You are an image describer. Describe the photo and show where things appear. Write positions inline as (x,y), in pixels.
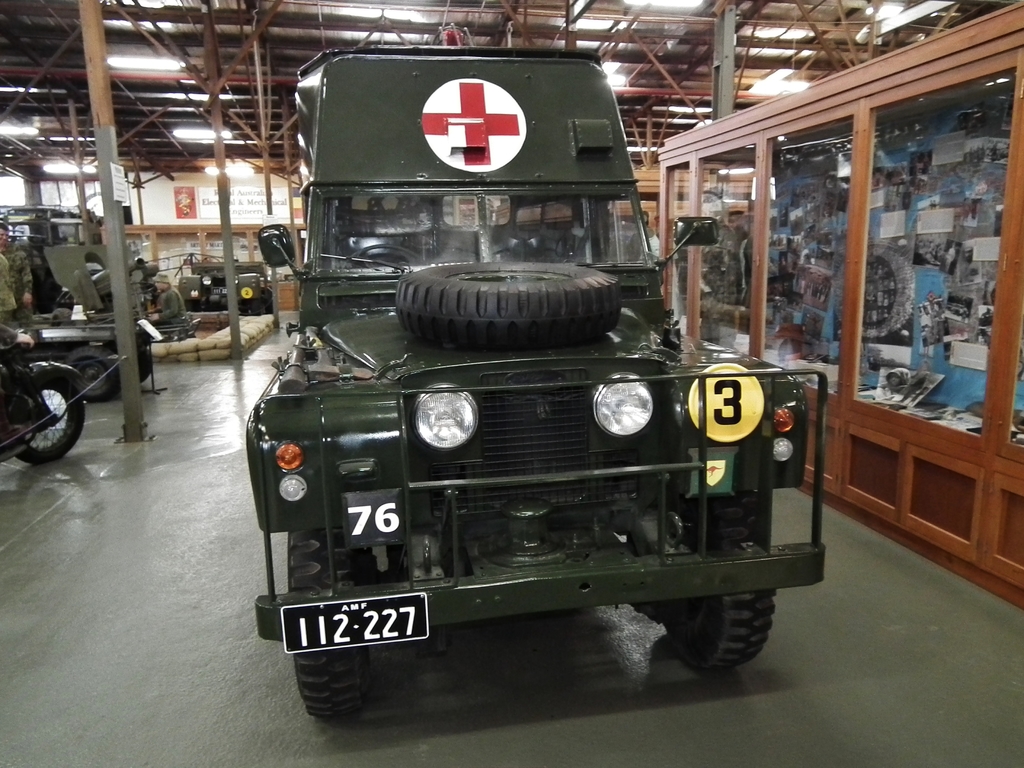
There is a vehicle (482,492) with number plate (341,616). On the vehicle (523,293) there is a tire (546,280). Also there are other numbers (364,523) and there is a sign of first aid (455,154). On the right side (746,166) there is a shelf (798,170). Inside that there are many items (918,257). On the left side (144,297) there are many vehicles (48,312). Also there are poles (208,103). On the ceiling (209,95) there are lights (183,131).
